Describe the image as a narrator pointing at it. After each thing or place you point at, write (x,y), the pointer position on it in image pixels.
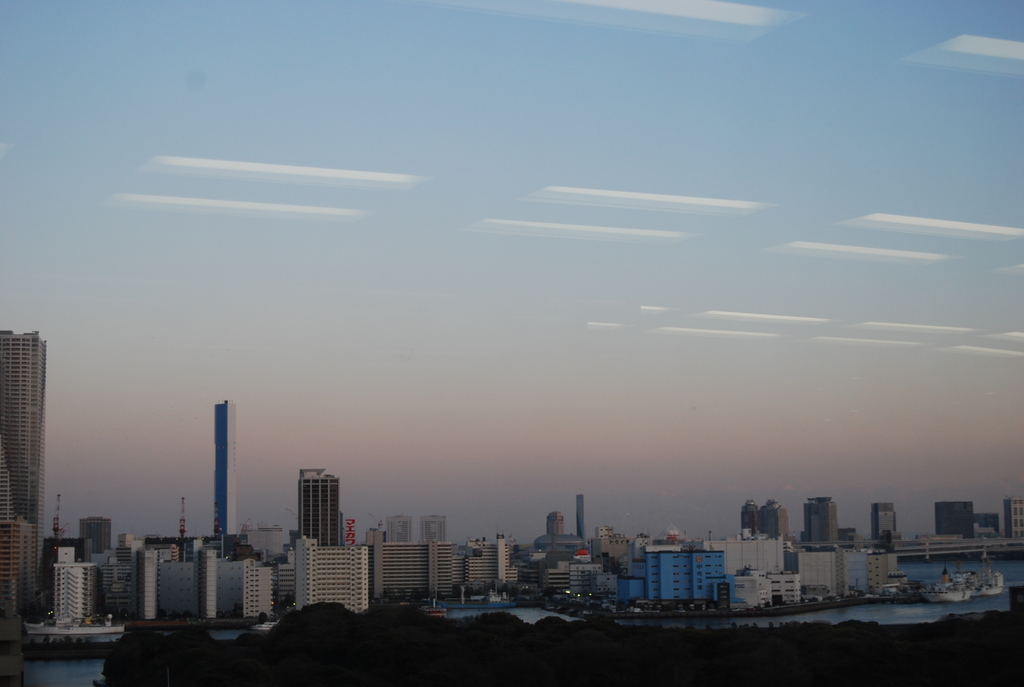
In the picture we can see number of buildings (16,631) and tower buildings (304,525) and behind it we can see a sky (636,457).
